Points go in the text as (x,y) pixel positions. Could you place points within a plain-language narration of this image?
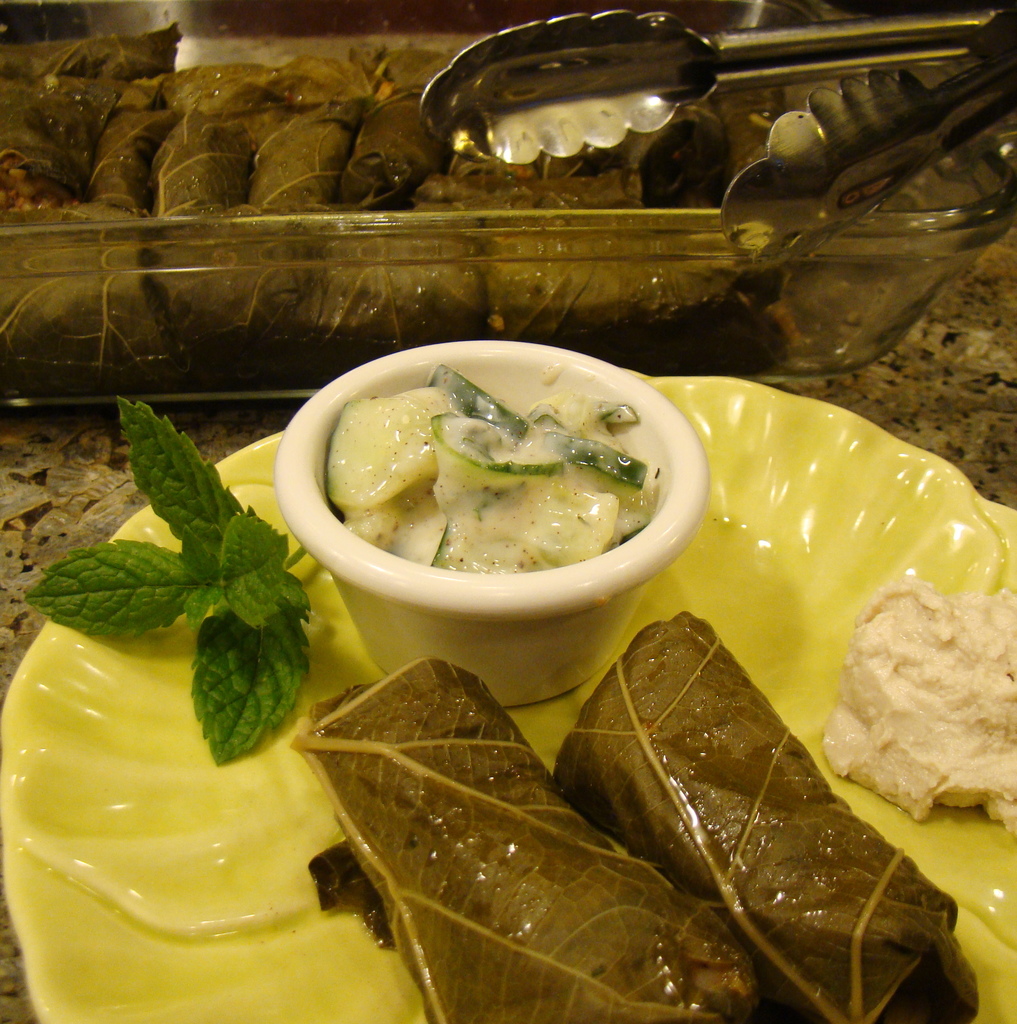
In this image there is a table (926,335) on that table (924,375) there is a plate (160,909) and a tray (175,304) in that there is food item (622,483).
